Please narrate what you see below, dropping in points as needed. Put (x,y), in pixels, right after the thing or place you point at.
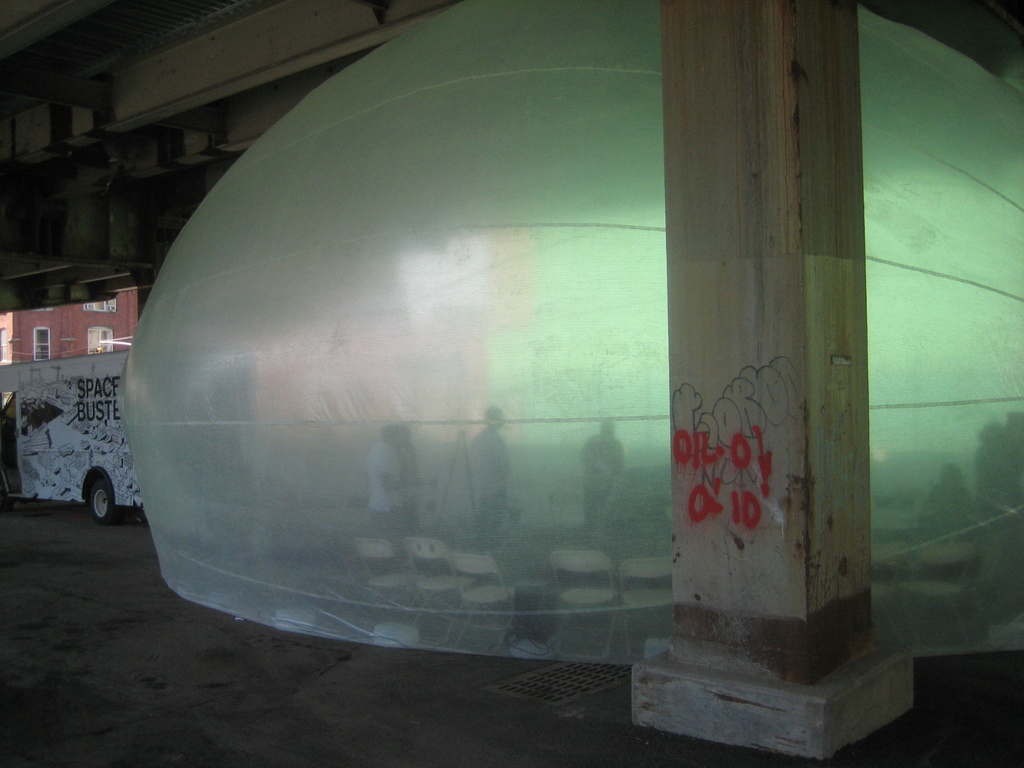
In this picture we can see a pillar (700,94), bubble tent (549,550), chairs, some people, vehicle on the road (99,569), building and some objects (206,73).
